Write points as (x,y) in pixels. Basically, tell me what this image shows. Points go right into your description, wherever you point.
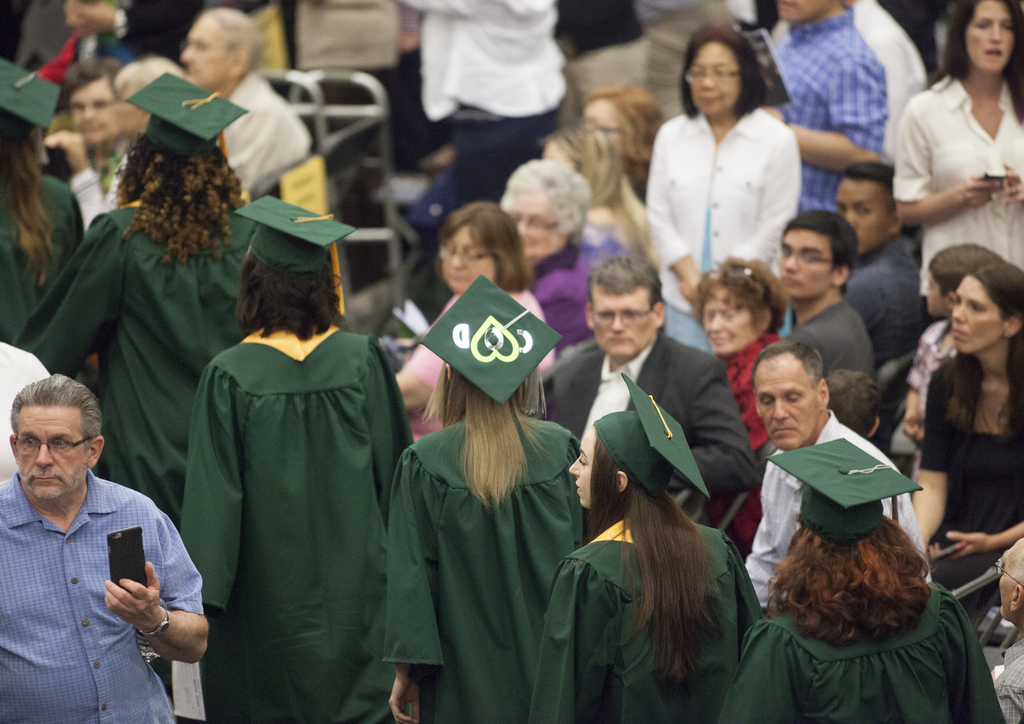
In the image few people (783,572) are standing and sitting and watching and they are holding something in their hands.
